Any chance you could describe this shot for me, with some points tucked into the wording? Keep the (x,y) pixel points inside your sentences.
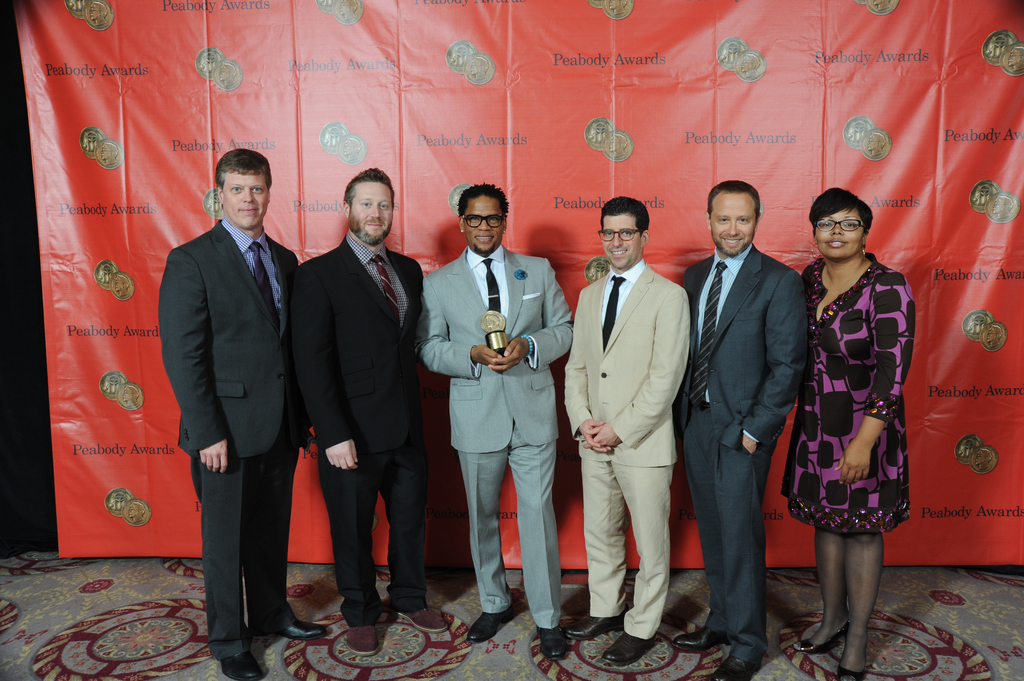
In this picture we can see six persons (549,342) are standing and smiling, a man (494,365) in the middle (504,334) is holding a trophy (497,326), in the background (489,129) we can see a banner (722,94).
